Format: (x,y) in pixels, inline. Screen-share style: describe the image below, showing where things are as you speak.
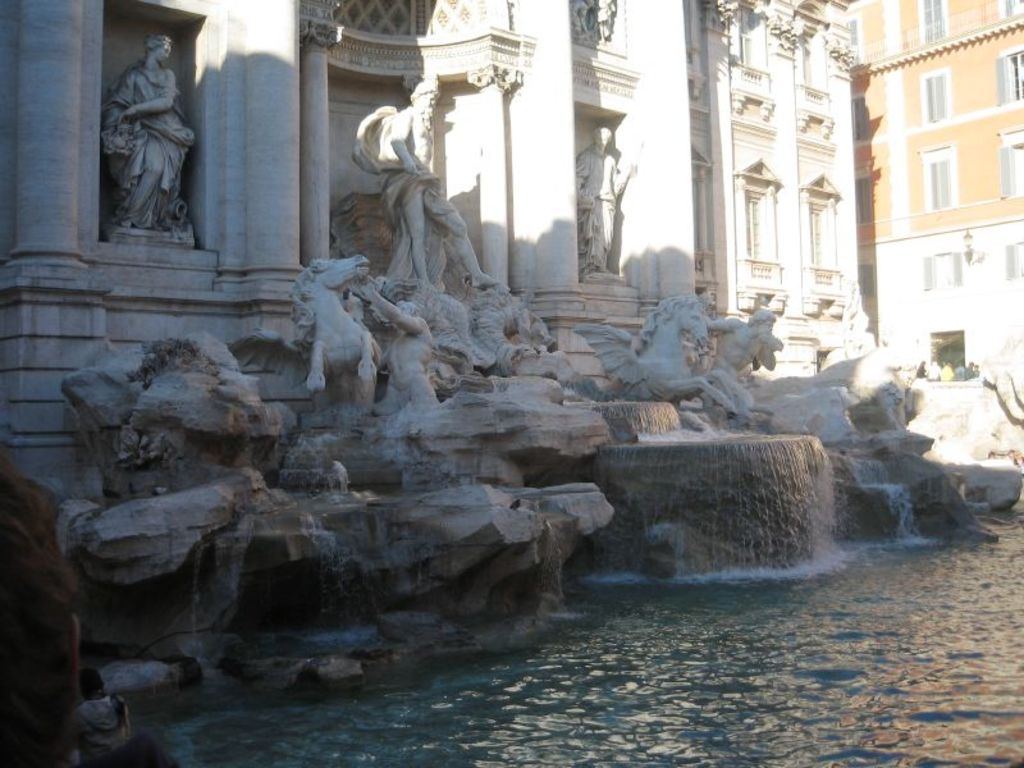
In this image there are buildings (452,121). At the bottom (916,516) there are sculptures (615,344) and we can see a fountain (748,527). There is water (655,672) and we can see people (95,735).
